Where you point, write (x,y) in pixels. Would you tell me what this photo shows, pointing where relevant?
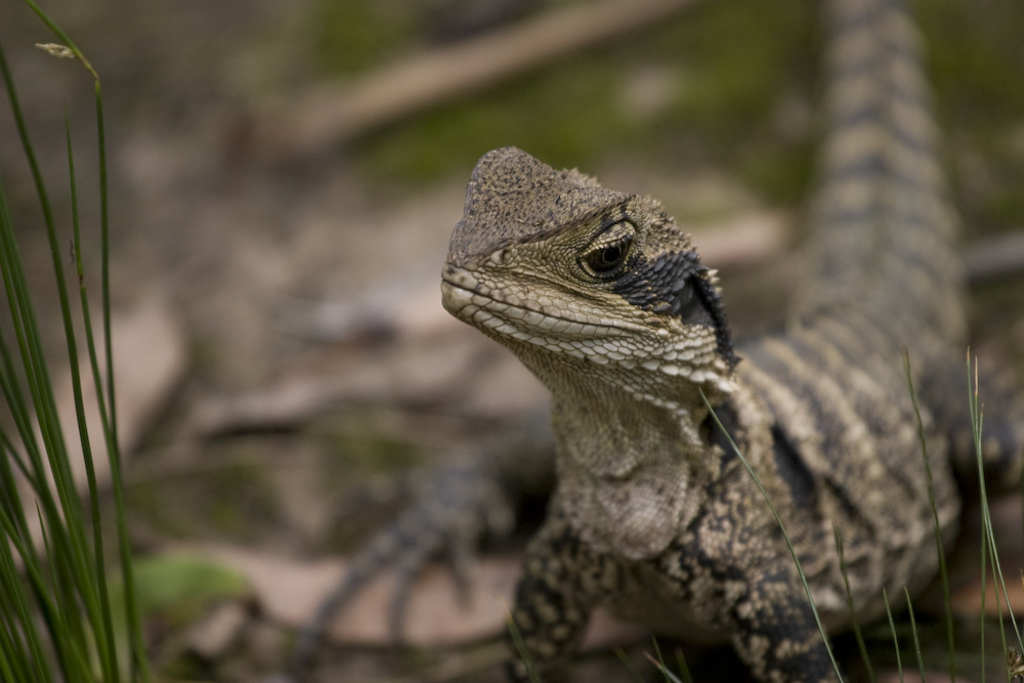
In this image I can see a reptile (641,460). On the left side (64,300) few leaves (56,431) are visible. The background (237,287) is blurred.
